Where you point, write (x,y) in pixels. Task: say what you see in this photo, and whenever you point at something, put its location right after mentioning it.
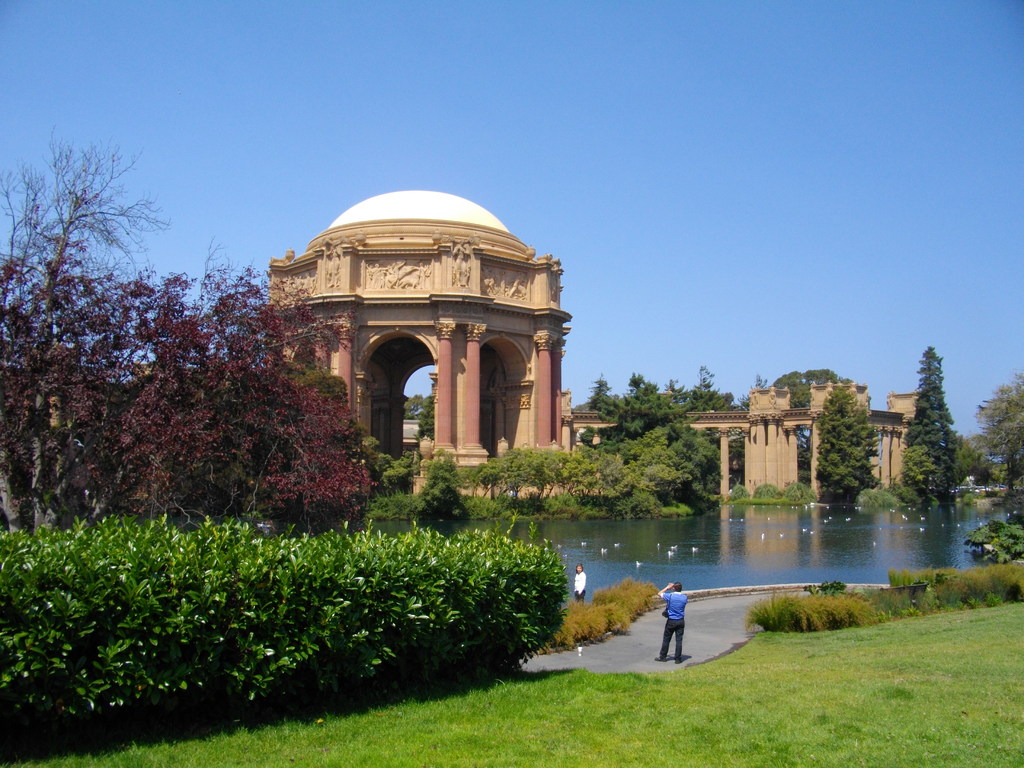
In the foreground of the picture (369,588) there are plants (537,647), shrubs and grass (778,641). In the center of the picture (583,465) there are trees (478,467), sculptures (565,401) and water (742,542), in the water (661,540) there are ducks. In the center of the picture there are people (579,591), shrubs (602,617) and path (693,612). Sky (581,121) is clear and it is sunny.
